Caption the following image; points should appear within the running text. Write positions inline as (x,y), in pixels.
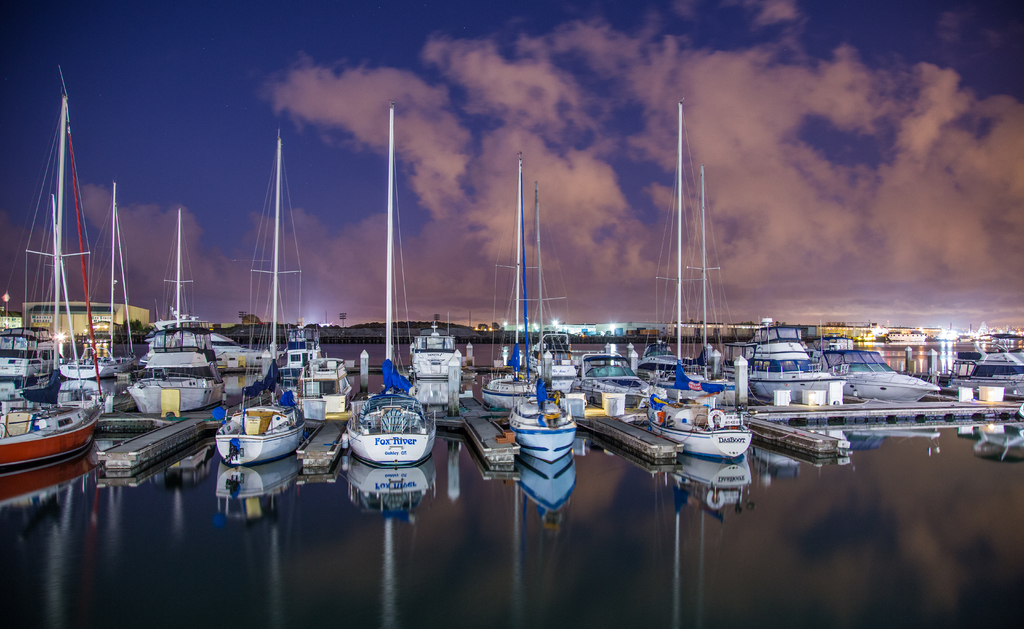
In this image I can see ships (518,379) on the water (666,582). There are buildings (593,331) and lights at the back (27,305). There are clouds (667,123) in the sky (367,130).
